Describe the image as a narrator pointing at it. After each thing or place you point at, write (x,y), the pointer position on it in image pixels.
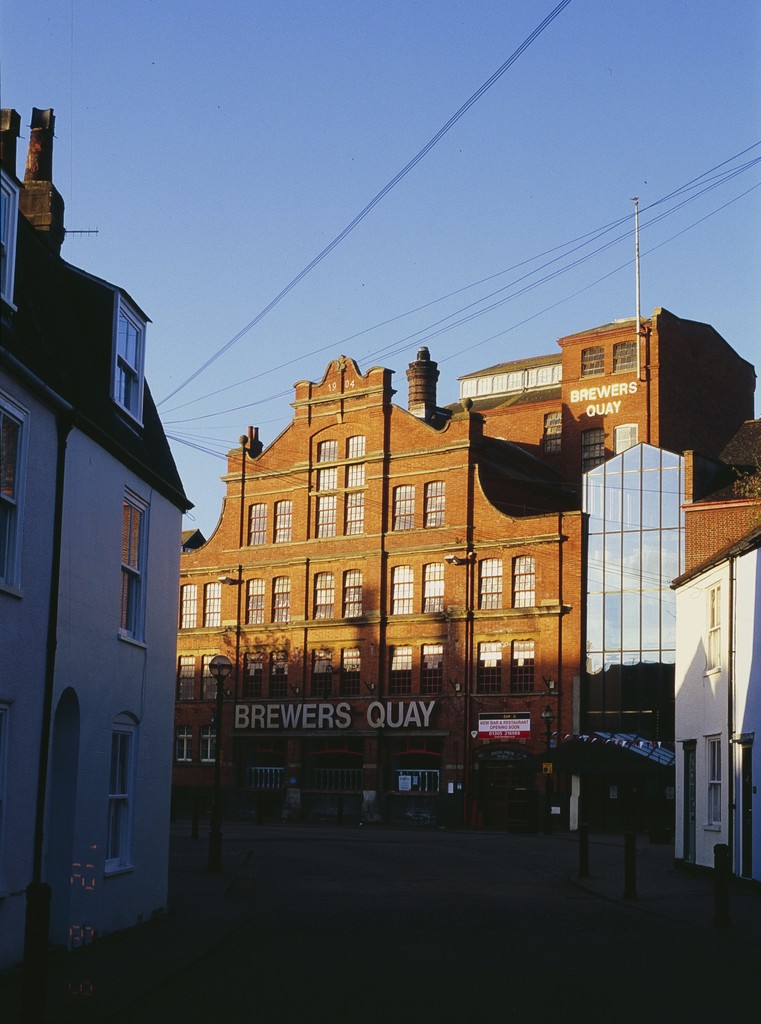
In this image there is a road (410,937), on either side of the road (419,843) there are poles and buildings (326,596) and there is the sky (523,253).
